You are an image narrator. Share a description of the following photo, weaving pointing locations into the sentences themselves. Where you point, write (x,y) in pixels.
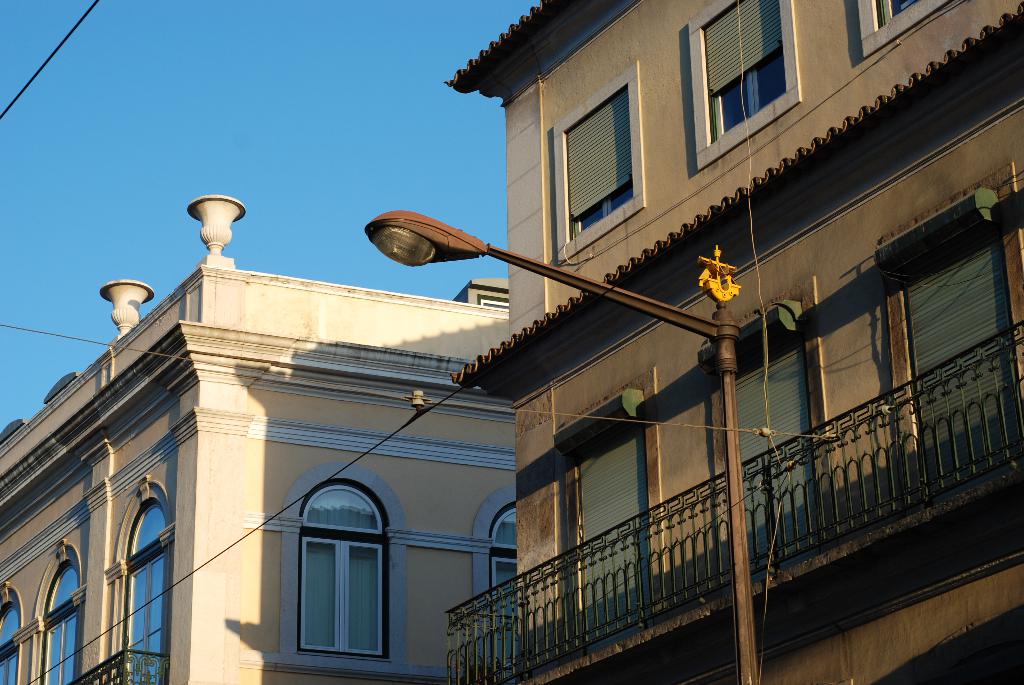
In this image we can see the buildings (212,301), glass windows (315,490), metal fence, street light (373,232), cable wires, we can see the sky (393,136).
